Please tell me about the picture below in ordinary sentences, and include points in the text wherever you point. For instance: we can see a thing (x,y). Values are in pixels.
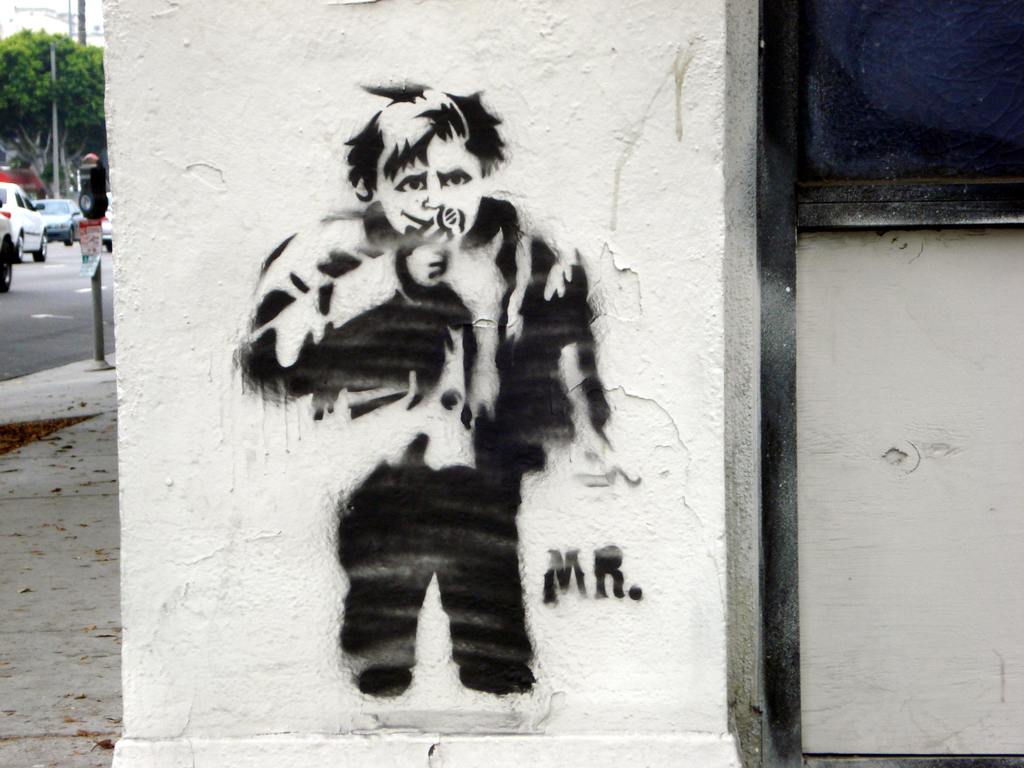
This picture shows couple of buildings (844,514) and we see a painting (564,377) on the wall (119,279) and we see few cars (37,245) moving on the road (72,282) and a tree (9,57).
